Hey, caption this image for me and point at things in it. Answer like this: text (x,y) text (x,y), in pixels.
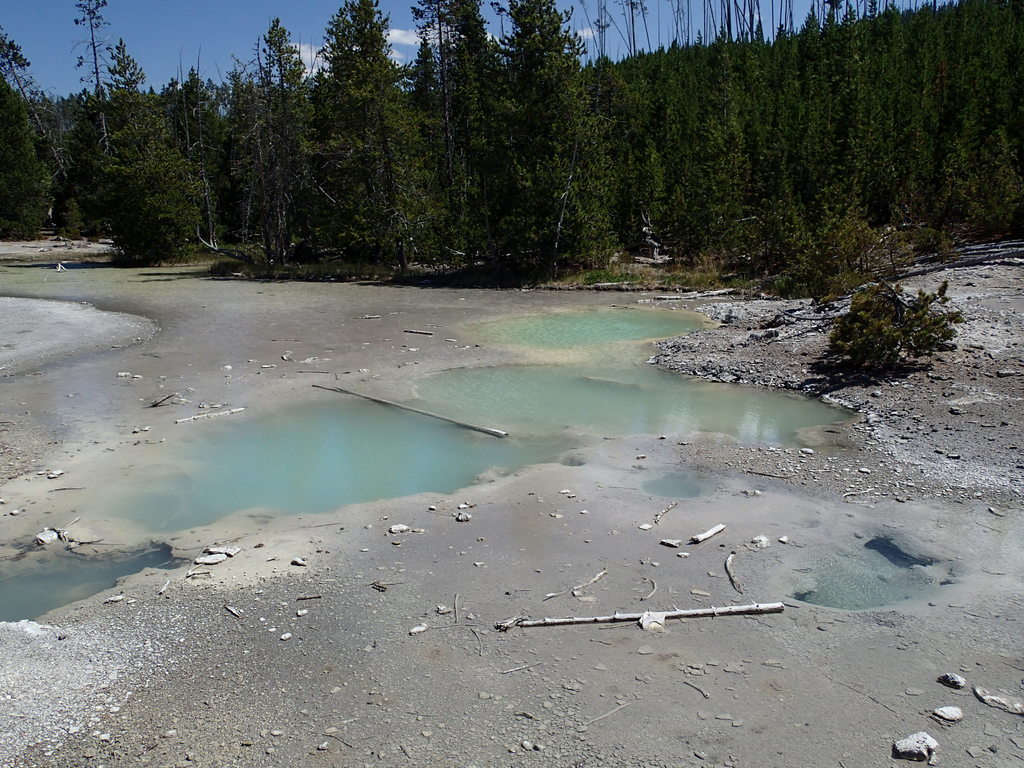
In this image there is water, there are plants (491,244), trees (342,158), and in the background (193,25) there is sky (392,14).
